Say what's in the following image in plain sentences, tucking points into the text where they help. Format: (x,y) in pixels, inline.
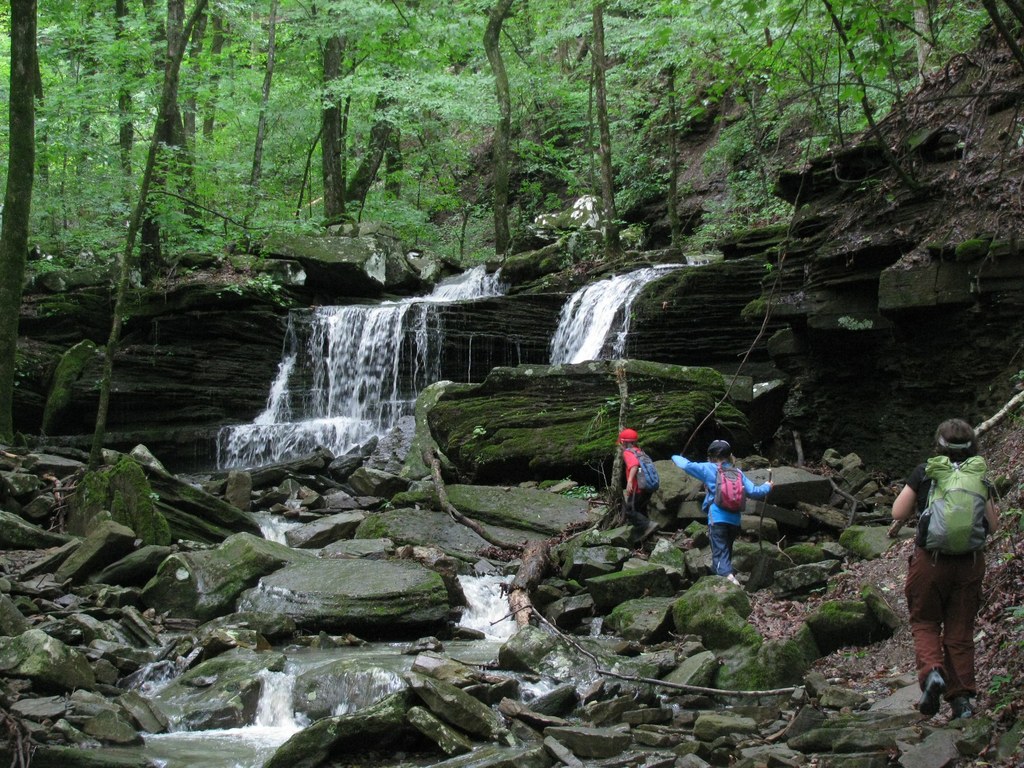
In this image there is waterfall (416,341) in the middle (369,385). At the top (483,105) there are trees (523,78) with the green leaves (473,77). On the right side (930,600) there are three people (921,616) who are walking on the stones (679,492).
